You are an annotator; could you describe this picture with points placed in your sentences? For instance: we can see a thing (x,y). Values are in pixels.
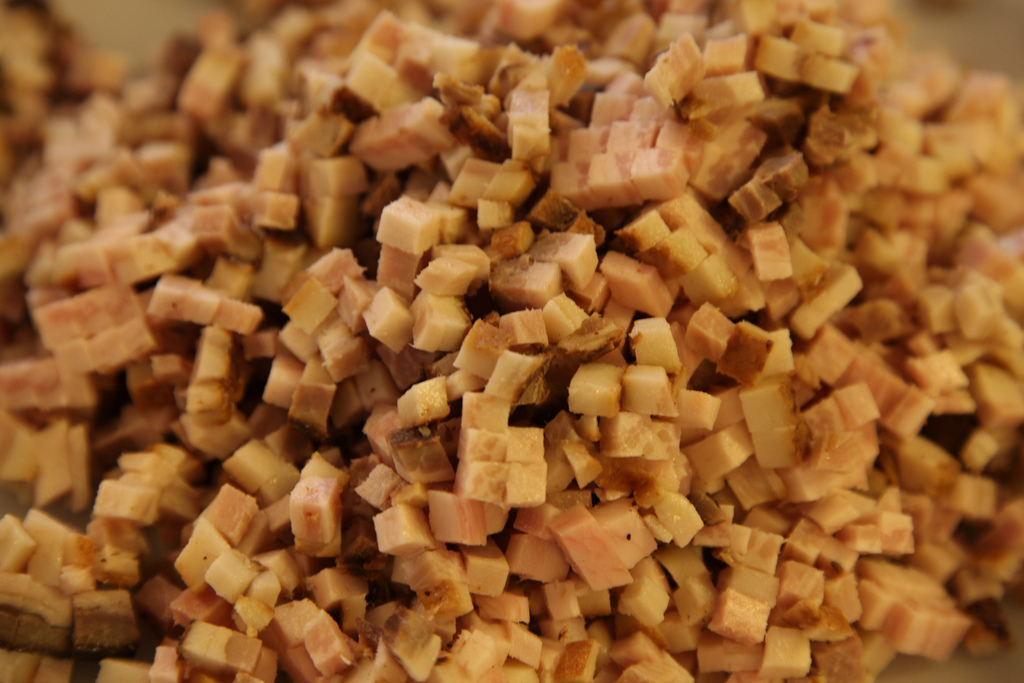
In this image, I can see a food item (496,436), which is chopped.
